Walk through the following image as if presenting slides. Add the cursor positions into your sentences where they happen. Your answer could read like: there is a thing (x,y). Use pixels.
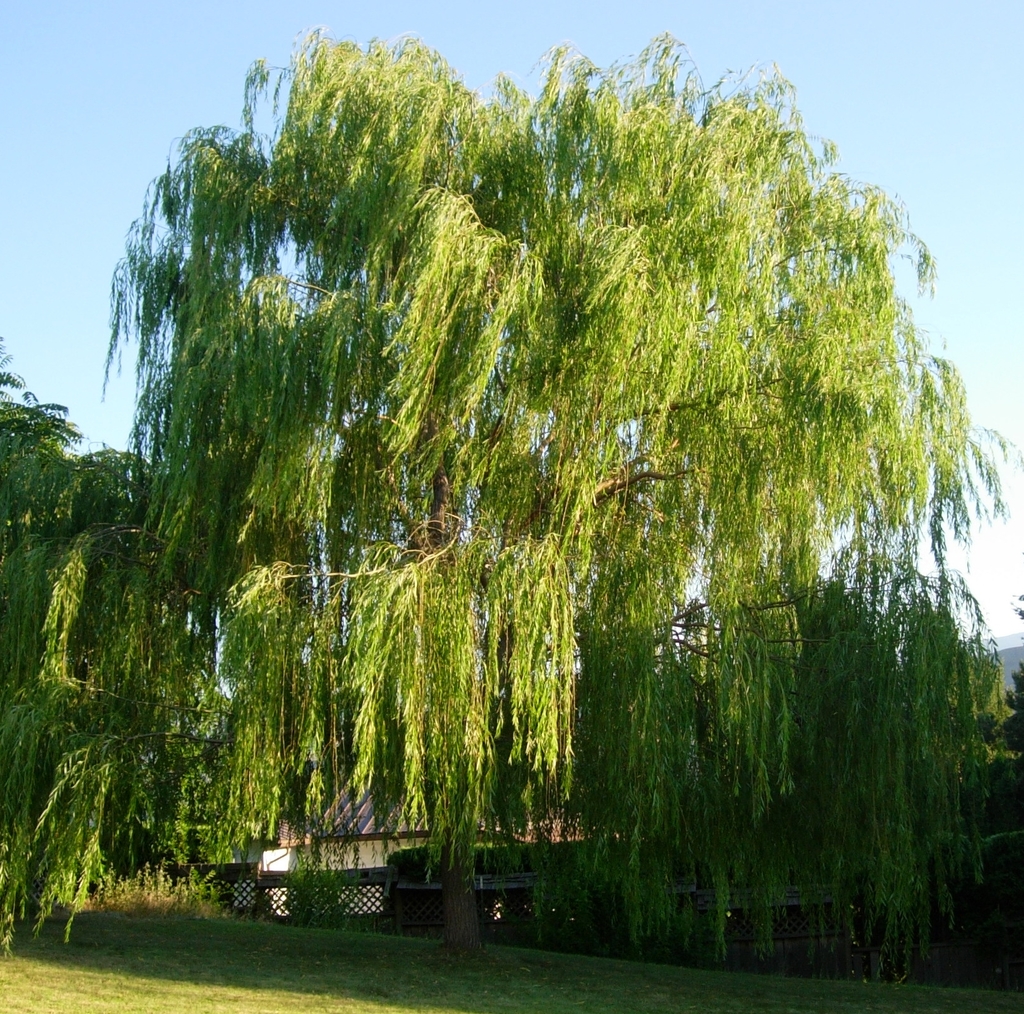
In this image we can see group of trees (345,675), buildings (345,844) and in the background (13,224), we can see the sky (188,104).
